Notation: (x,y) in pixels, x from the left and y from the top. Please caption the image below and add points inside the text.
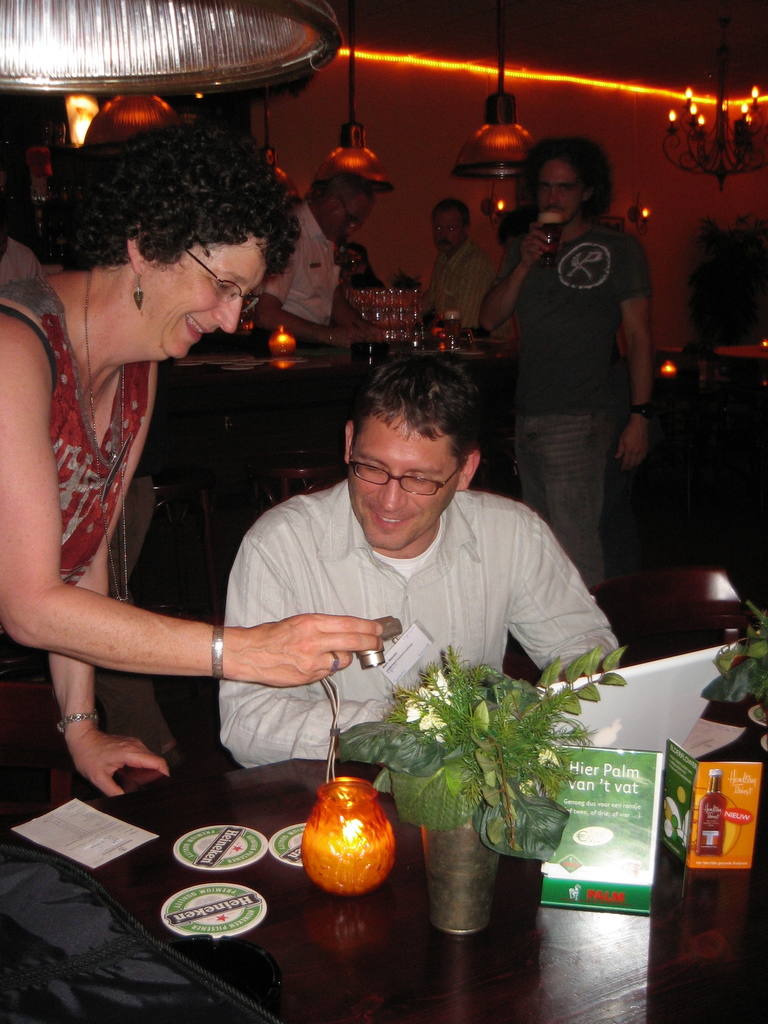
In this picture there is a guy (363,507) who is sitting at the table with a plant (437,679) and a candle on top of it and a lady (48,531) is showing a camera (383,631) to it. In the background (560,337) we observe many people (558,325) standing and there are beautiful lights (329,174) to the roof (426,45).
